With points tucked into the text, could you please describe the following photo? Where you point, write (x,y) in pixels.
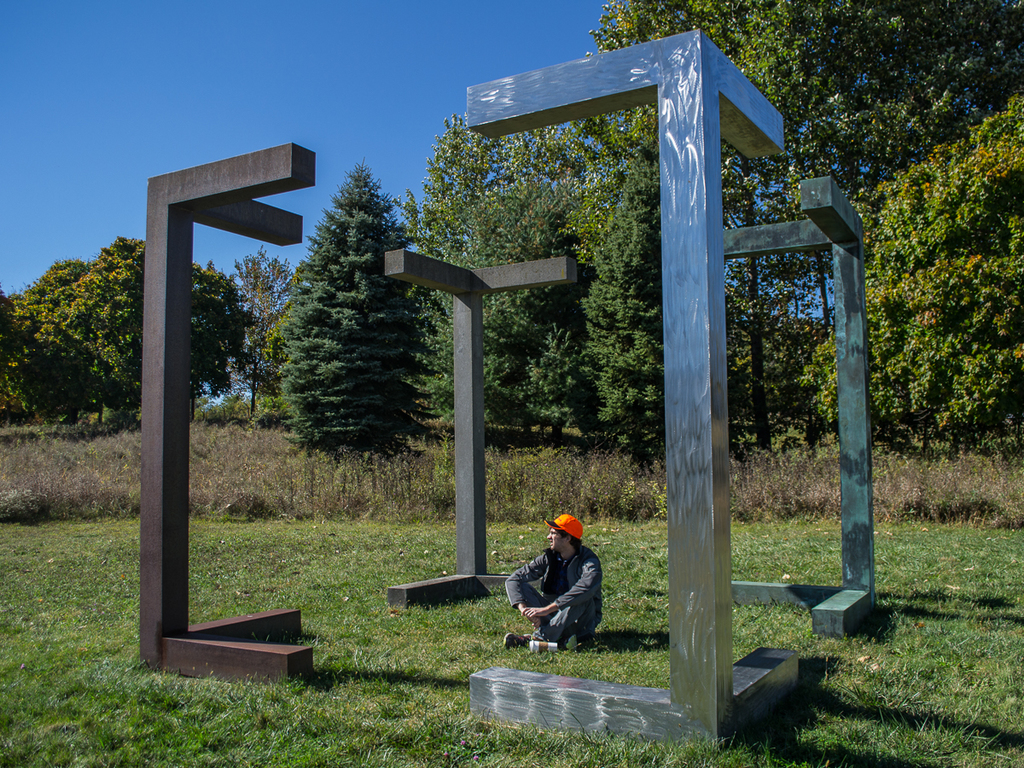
This picture is taken from outside of the city. In this image, we can see a man (564,559) sitting on the grass (633,655). On the right side (743,410), we can see pillars (839,359), trees (979,53), plants (586,486). In the middle of the image (461,479) and on the left side (186,473), we can see two pillars (166,456). In the background (436,315), we can see some trees (967,314), plants (220,492). At the top (314,84), we can see a sky (323,85), at the bottom (333,602), we can see a grass (363,611).
